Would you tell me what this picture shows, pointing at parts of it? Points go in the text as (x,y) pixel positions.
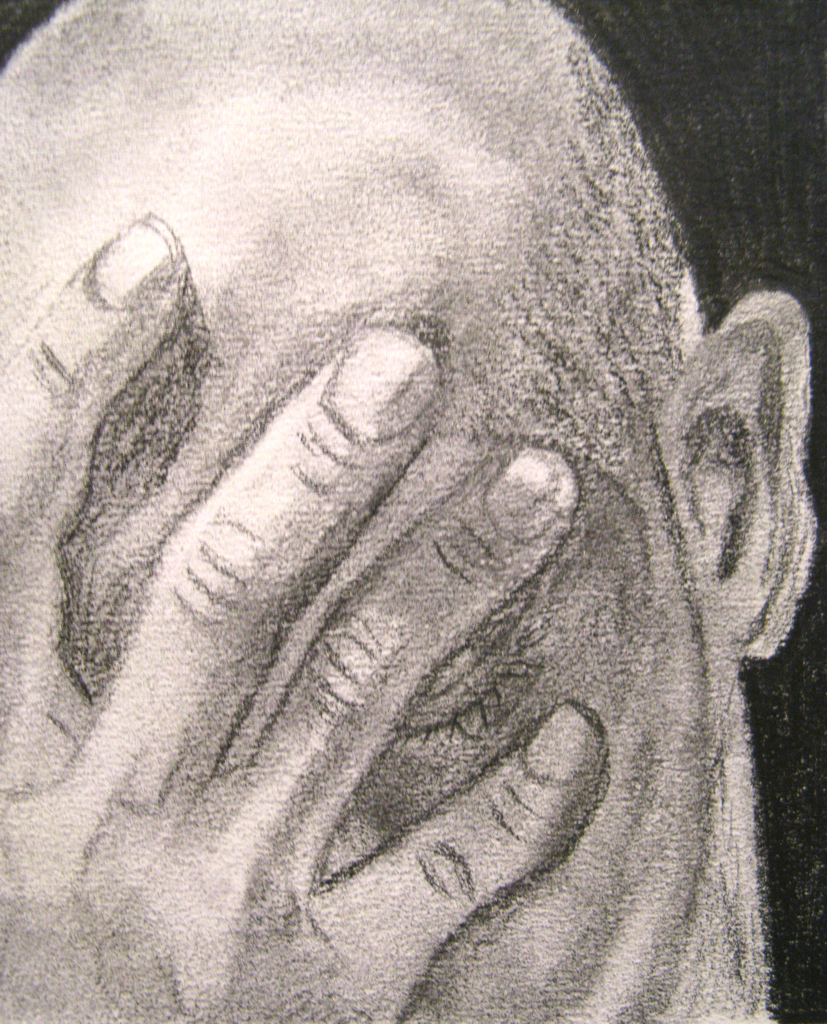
This picture consists of a sketch (481,320) in the image.
